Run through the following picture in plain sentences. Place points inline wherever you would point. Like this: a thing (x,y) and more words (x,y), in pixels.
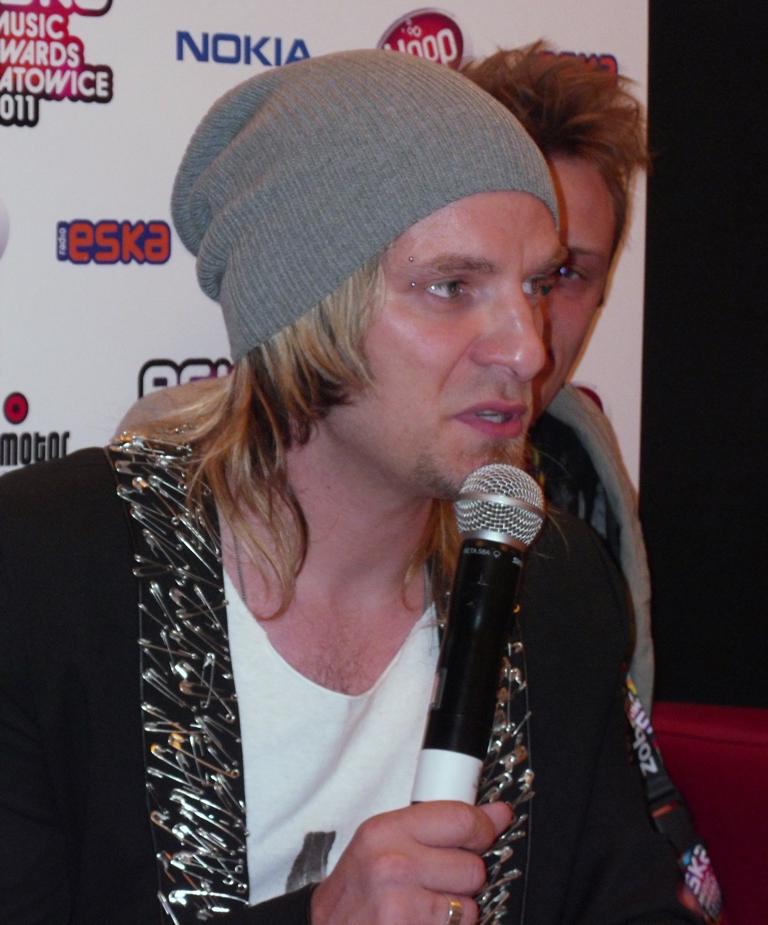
In this picture we can see a man (554,220) wearing a cap (320,176) and he is holding a mike (501,517) in his hand (357,870) and looking at someone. In the background (541,114) we have another person (608,192).
